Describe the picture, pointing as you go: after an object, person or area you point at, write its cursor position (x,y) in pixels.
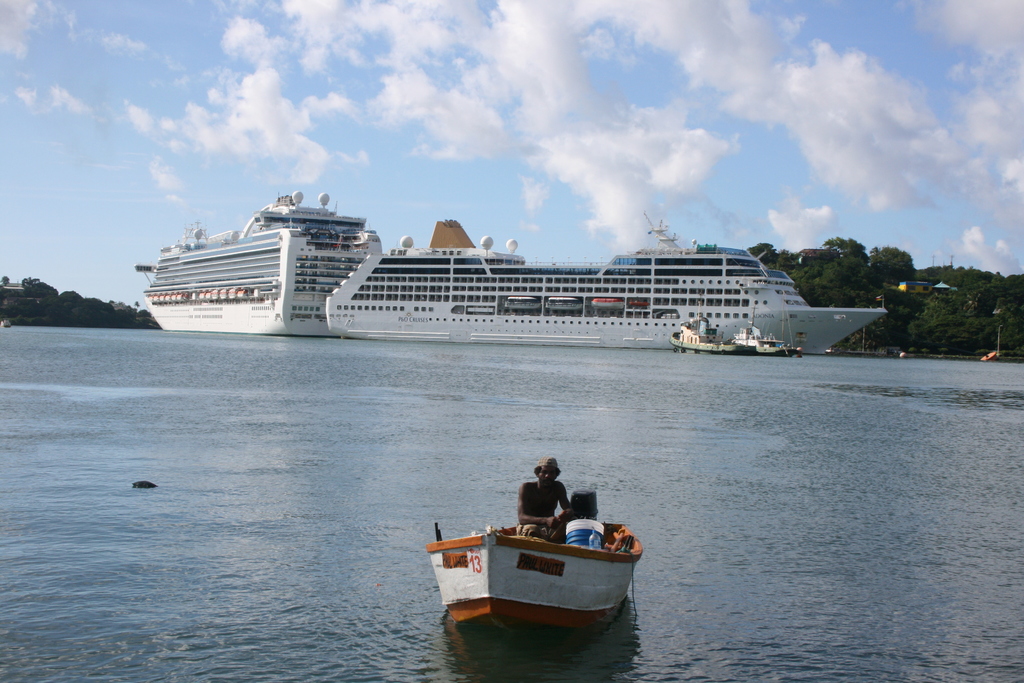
In this image we can see a person (549,515) and objects (584,539) are in a boat (593,588) on the water (464,467). In the background (447,332) we can see ships (541,290), poles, trees (53,313), buildings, objects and clouds (502,117) in the sky (59,222).
